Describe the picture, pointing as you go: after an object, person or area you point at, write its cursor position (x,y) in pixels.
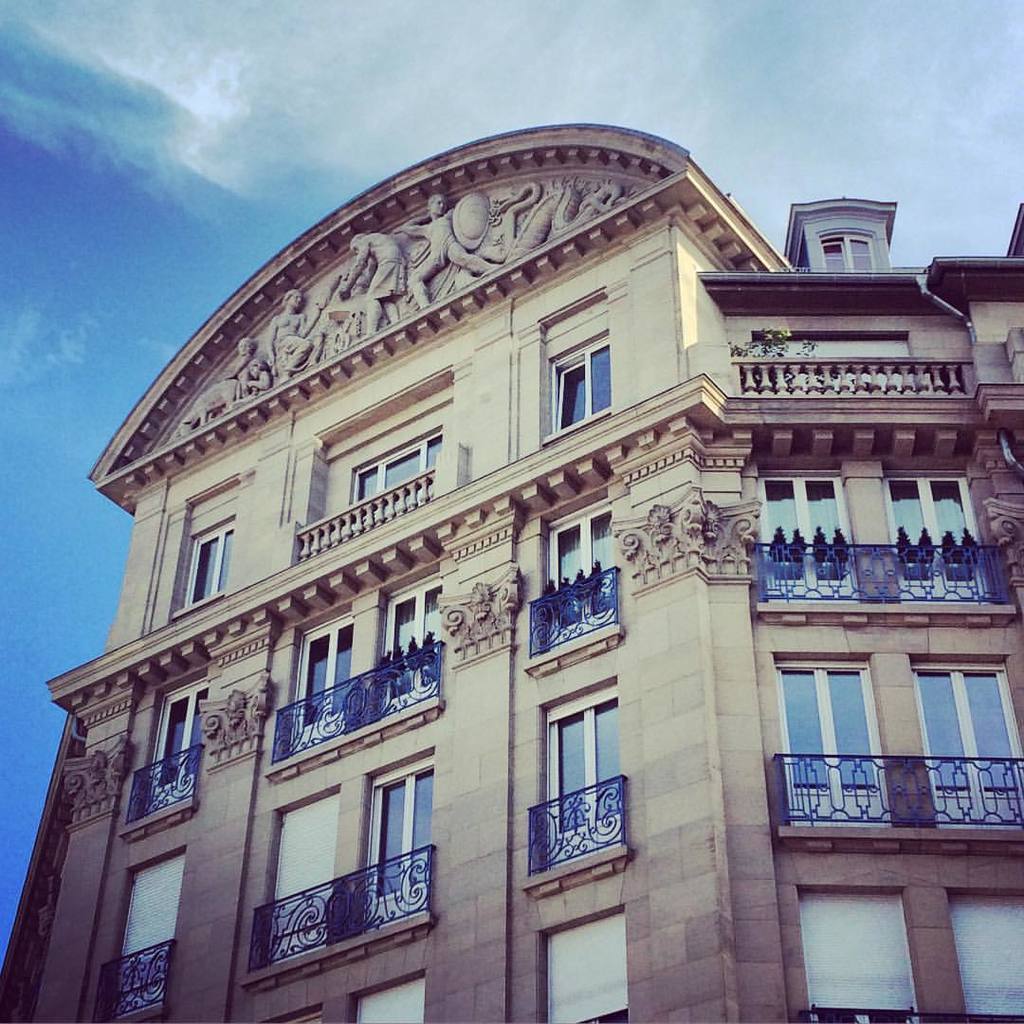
In this image I can see the building (424,728) with windows (381,782), railing (540,620) and the sculptures (359,322). In the background (334,169) I can see the clouds (248,181) and the sky (148,236).
